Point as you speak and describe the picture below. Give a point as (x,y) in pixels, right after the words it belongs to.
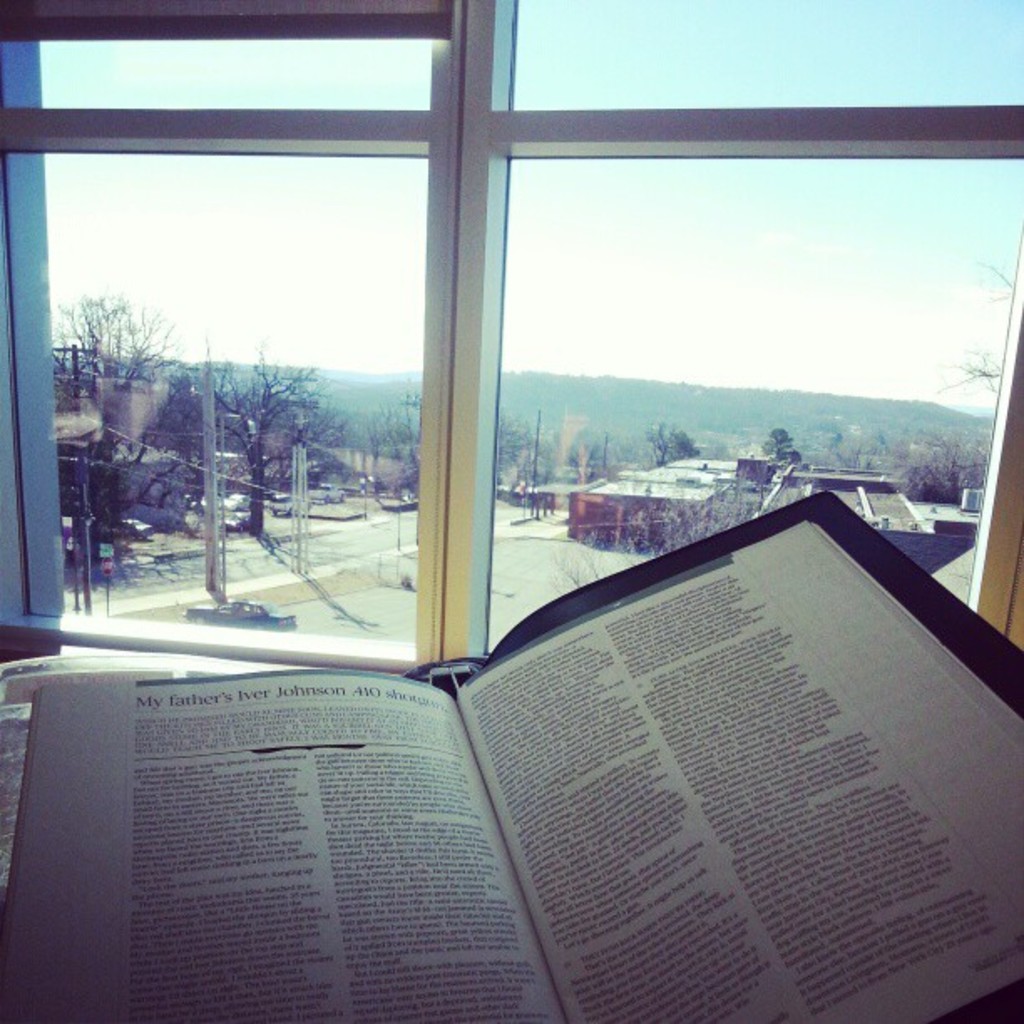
In this image I can see a book (481,851) and something is written in the book (586,866). I can see the window (339,353) through which I can see the ground (375,608), few poles (304,569), few trees (326,476), few buildings (619,515), a mountain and the sky (660,292).
